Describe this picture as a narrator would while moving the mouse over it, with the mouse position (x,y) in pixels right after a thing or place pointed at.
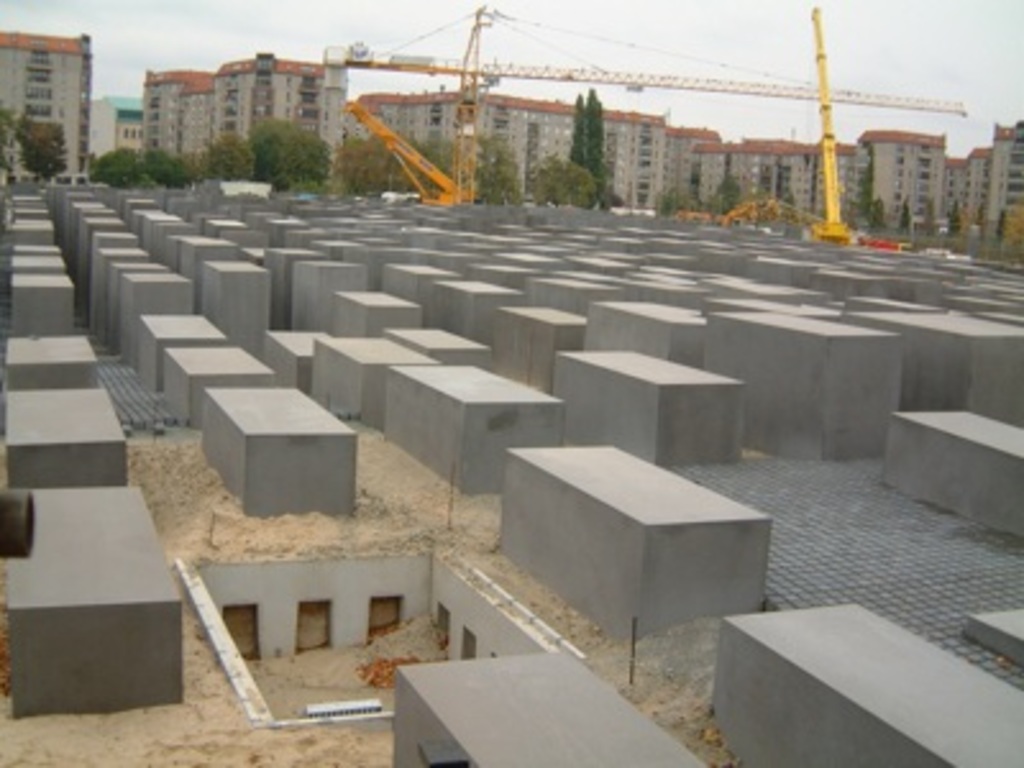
In this image, we can see some blocks (545,445) on the ground (160,489). There is a crane (472,127) beside trees (431,152). There are some building (737,144) and sky (364,17) at the top of the image (380,11).
